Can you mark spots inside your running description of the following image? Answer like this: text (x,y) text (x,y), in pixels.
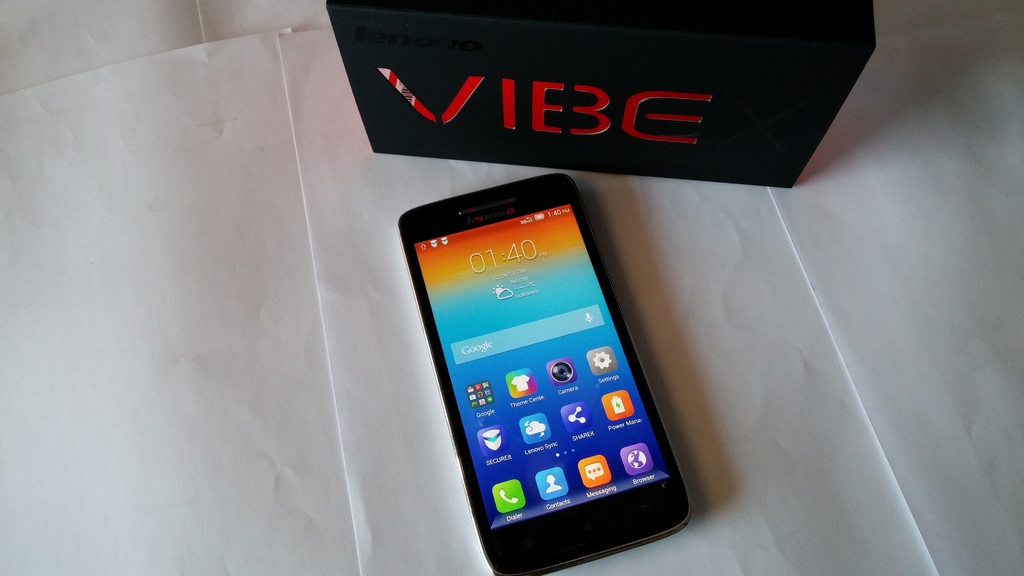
This image is taken indoors. At the bottom of the image (756,443) there is a table (206,318) with a few papers (240,45) on it. In the middle of the image (518,306) there is a mobile (566,557) and a box (703,159) on the table (690,308).
